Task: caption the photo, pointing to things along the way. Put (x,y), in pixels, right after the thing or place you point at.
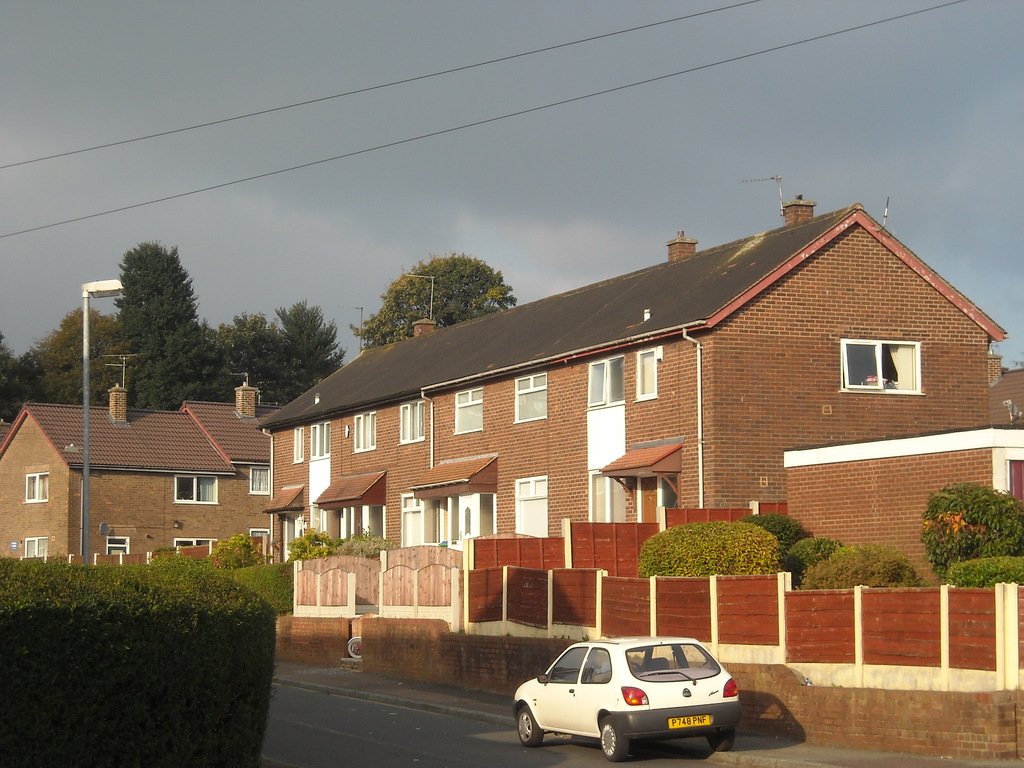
In the center of the image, we can see a car (625,688) on the road (349,700) and in the background (805,483), there are hedges (84,616) and we can see a pole (84,440) and there are buildings (514,373), trees (90,324) and wires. At the top (565,198), there is sky (531,191).
